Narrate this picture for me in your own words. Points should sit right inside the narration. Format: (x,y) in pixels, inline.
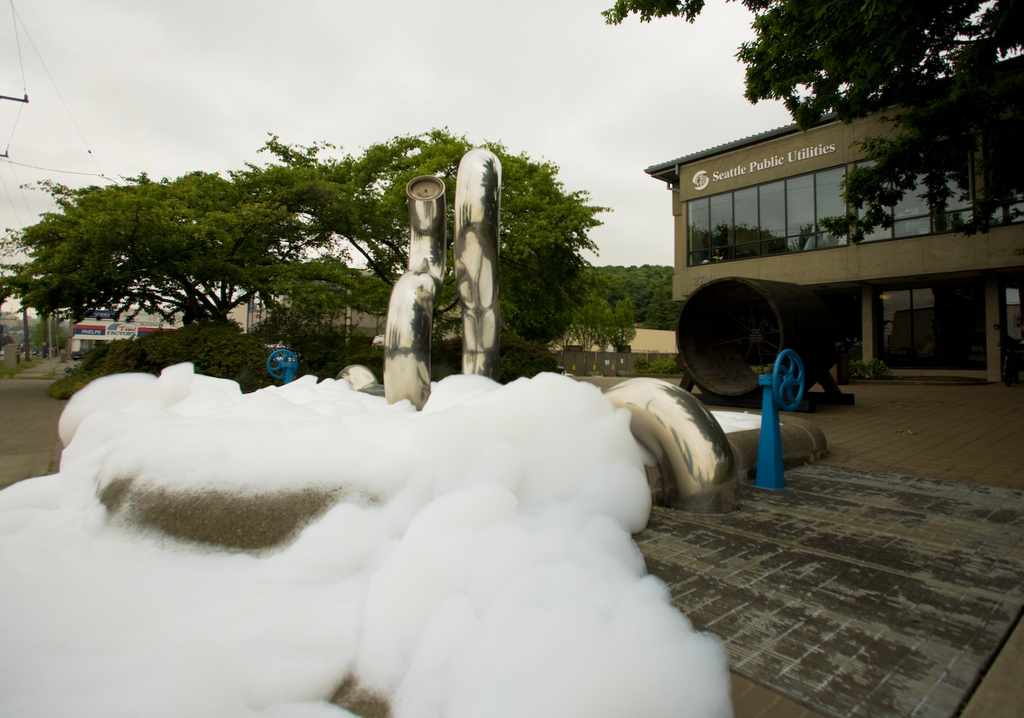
In this image, on the right side (980,253), we can see a tree (940,127), building (834,185), glass window (787,199). On the right side (695,309), we can also see a metal instrument (821,338) which is placed on the floor (913,403). In the middle of the image (386,428), we can see a foam (382,420) which is placed on some object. In the background (204,321), we can see some metal pipes (638,421), metal instrument (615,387), trees (144,258), plants (258,341), building (114,329), electric pole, electric wires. At the top (378,83), we can see a sky (518,71) which is cloudy, at the bottom (661,530), we can see a road (34,425) and a floor (962,483).
